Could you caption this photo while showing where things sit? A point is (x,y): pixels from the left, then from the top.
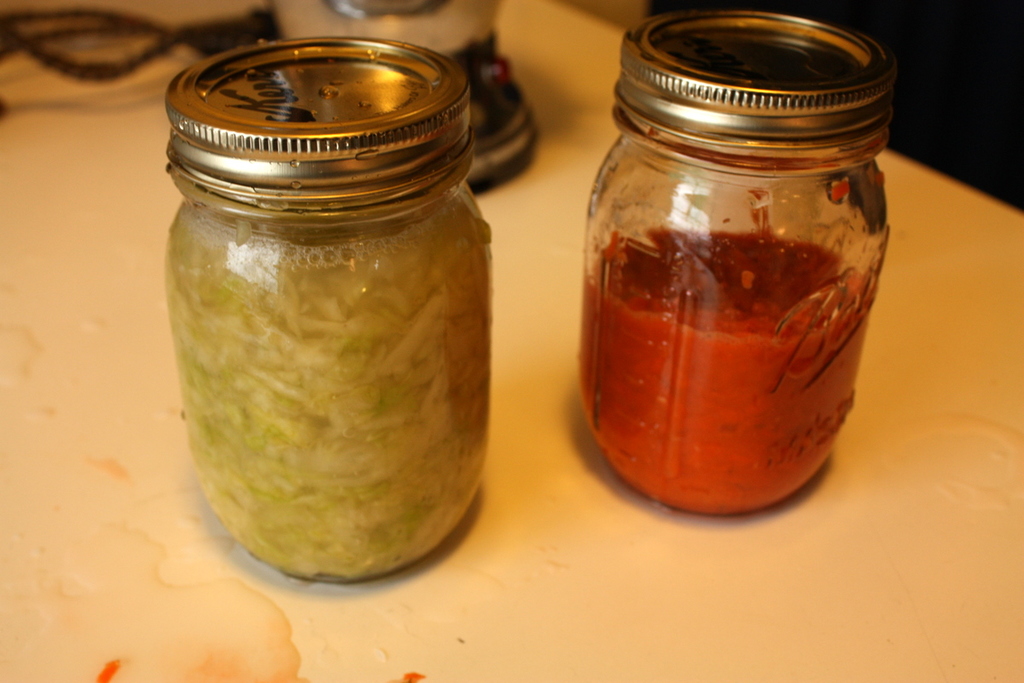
In this image it looks like there are shredded cabbage (333,291) and sauce (700,296) in the jars (443,299).
